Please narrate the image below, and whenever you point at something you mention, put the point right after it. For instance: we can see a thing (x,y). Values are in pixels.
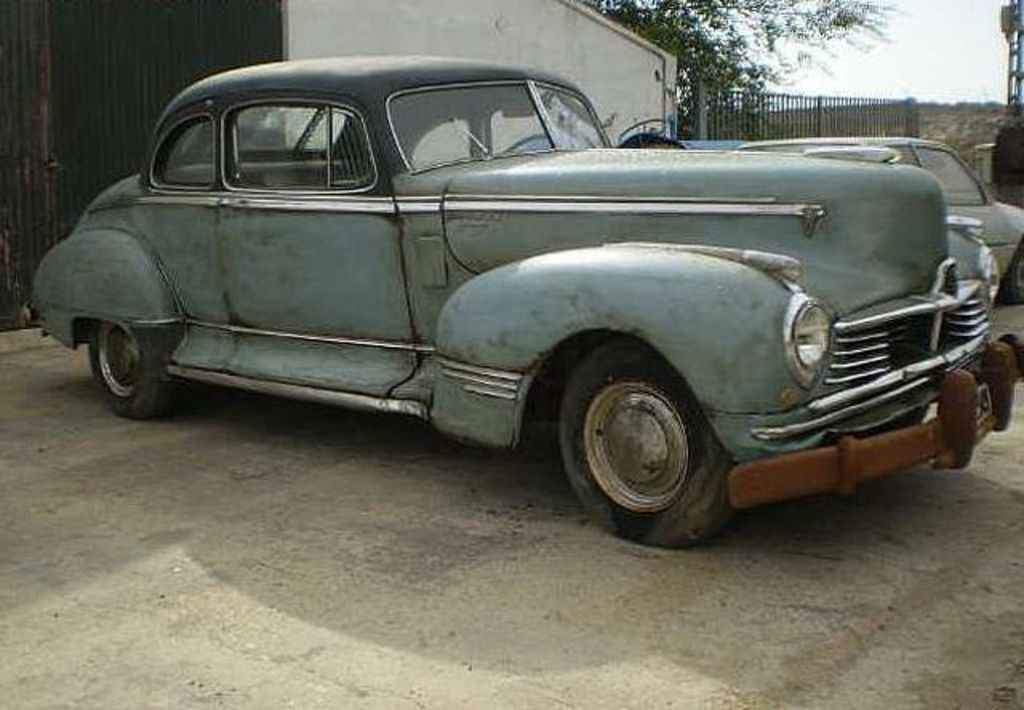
In this image I can see two vehicles (536,247) are on the ground (332,552). In the back (391,17) I can see the wall (421,18) and the railing (746,138). I can also see a tree (722,89) and the sky (821,56) in the background (810,56).
